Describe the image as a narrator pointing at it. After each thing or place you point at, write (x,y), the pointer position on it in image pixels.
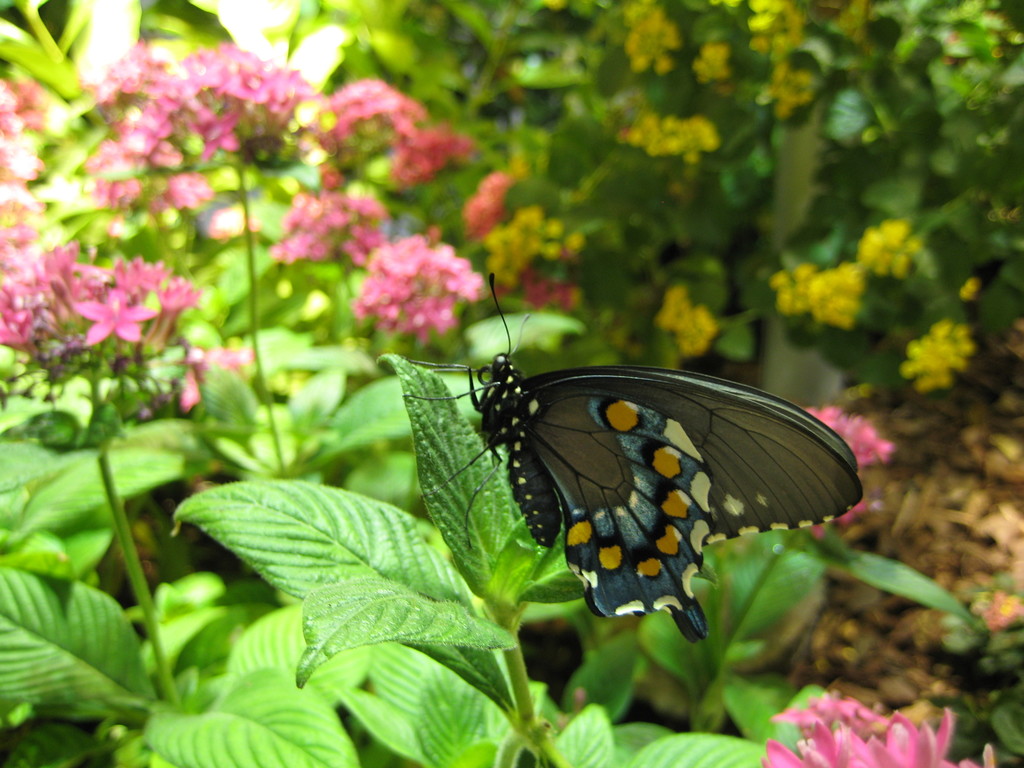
In this image I see a butterfly (531,408) on this leaf (496,463) and I see that the butterfly (555,410) is of black, white, blue and yellow in color and I see the plants (683,285) on which there are flowers (876,746) which are of pink and yellow in color.
